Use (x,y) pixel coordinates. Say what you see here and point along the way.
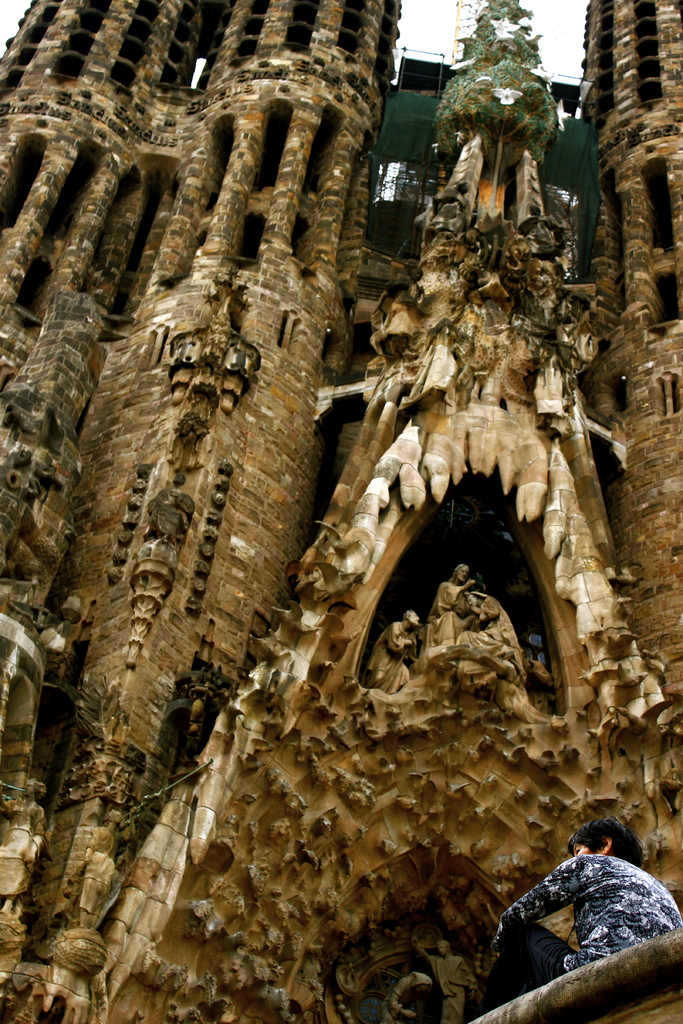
In this image we can see the cathedral (395,330) with some religious sculptures (492,636) and we can also see a person (637,931) sitting on a surface (555,979).
